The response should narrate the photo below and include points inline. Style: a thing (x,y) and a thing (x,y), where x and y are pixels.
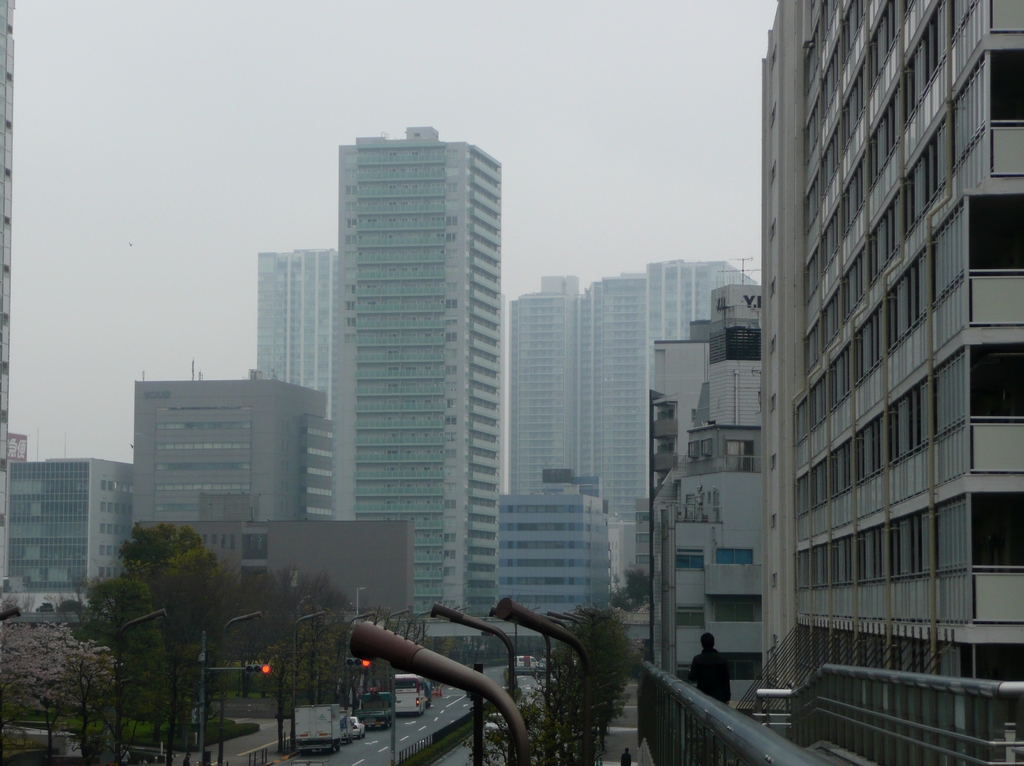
This is the picture of a city (462,474). In this image there are buildings (595,487) and trees (134,605) and street lights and there are vehicles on the road (349,758). On the right side of the image (710,652) there are two persons (725,667). At the top (405,109) there is sky (531,51). At the bottom (383,758) there is a road (403,728).
